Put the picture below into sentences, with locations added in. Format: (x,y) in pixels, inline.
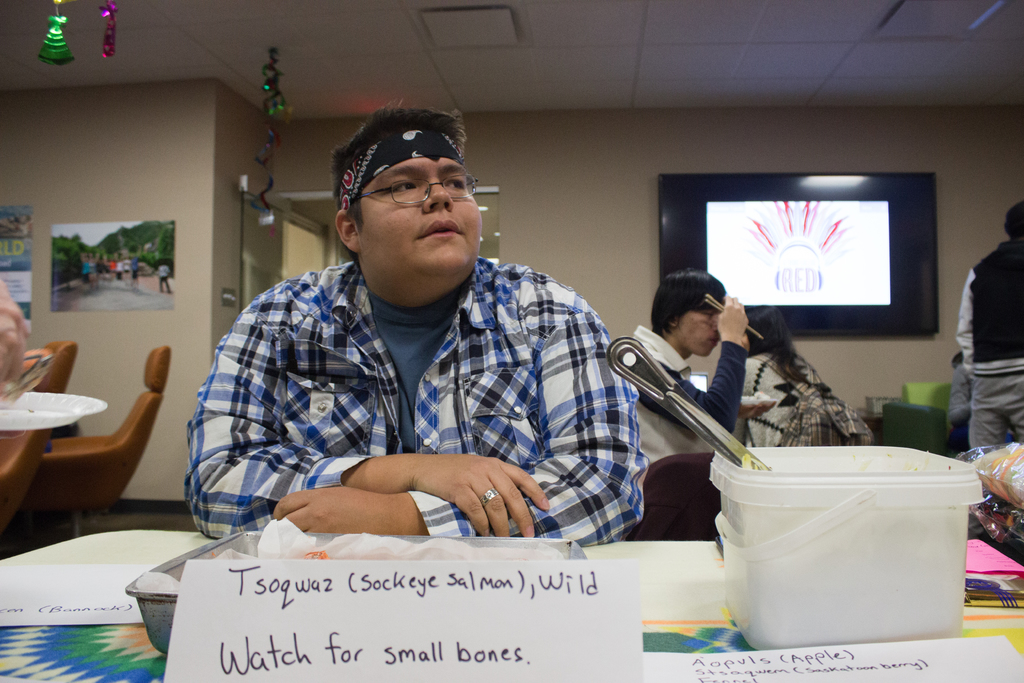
Few persons (468,400) are sitting and this person (982,393) standing. We can see tables (648,611) and chairs (104,492) on the floor (69,513), on the table (117,540) there are tray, food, bowl (840,512), spoon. On the background (583,126) we can see wall (40,256), photo (159,283), poster (19,220).
